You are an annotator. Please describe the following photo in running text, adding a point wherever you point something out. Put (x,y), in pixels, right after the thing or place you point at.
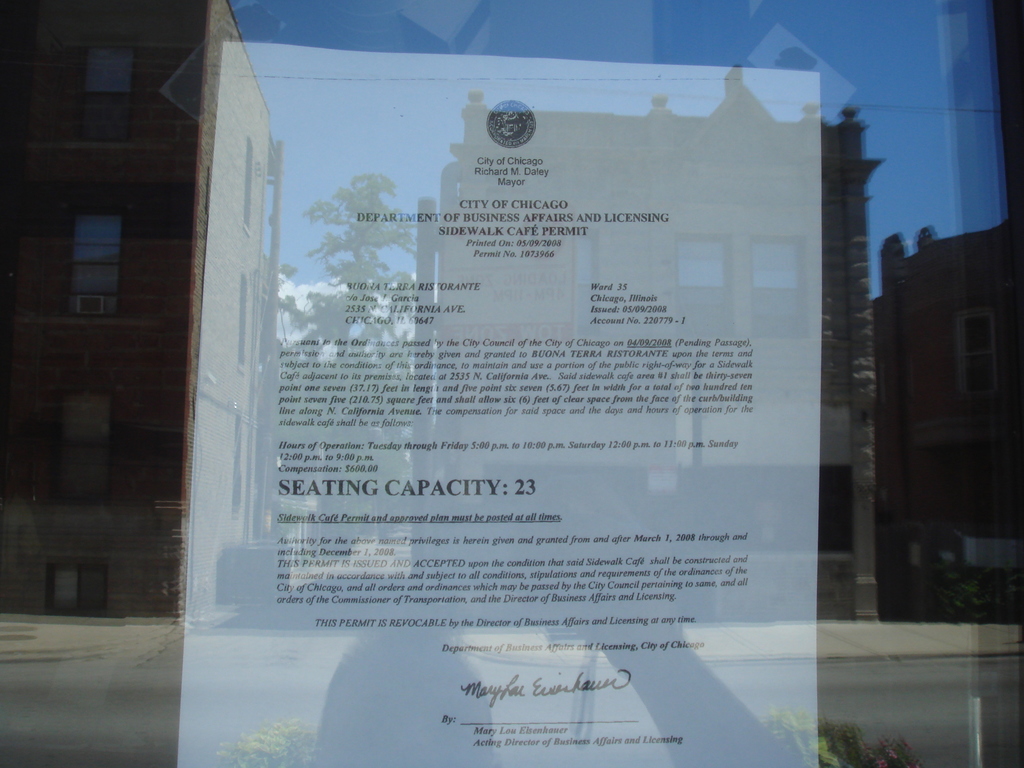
Here I can see a white color paper (308,477) which is placed at the back of a glass (368,257). On this paper (456,366) I can see some text (446,578).
